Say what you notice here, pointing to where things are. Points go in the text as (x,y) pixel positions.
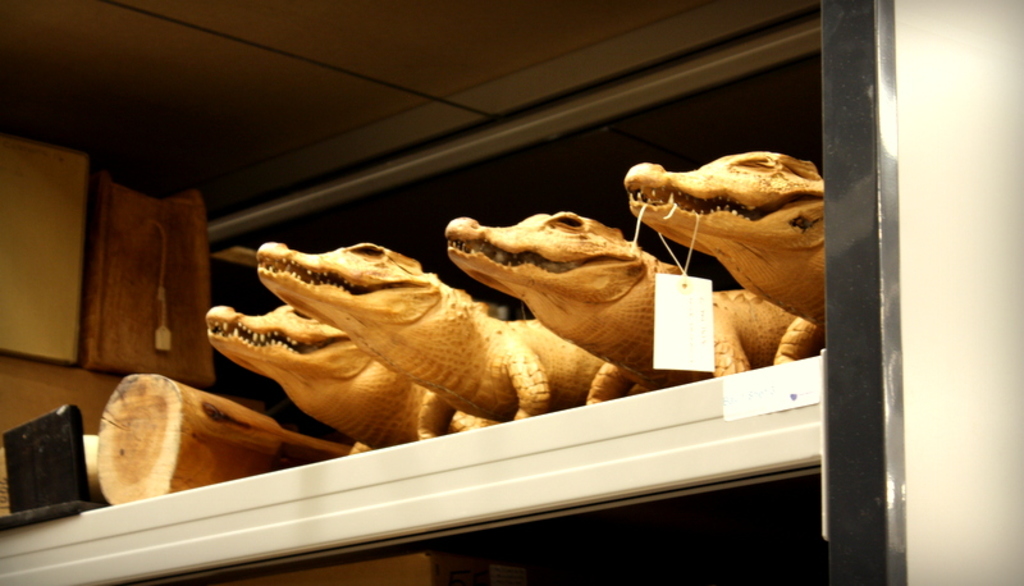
In this image there are depictions of crocodiles (319,351), wooden logs (118,441) and some objects (127,371) on the shelf (343,466).
